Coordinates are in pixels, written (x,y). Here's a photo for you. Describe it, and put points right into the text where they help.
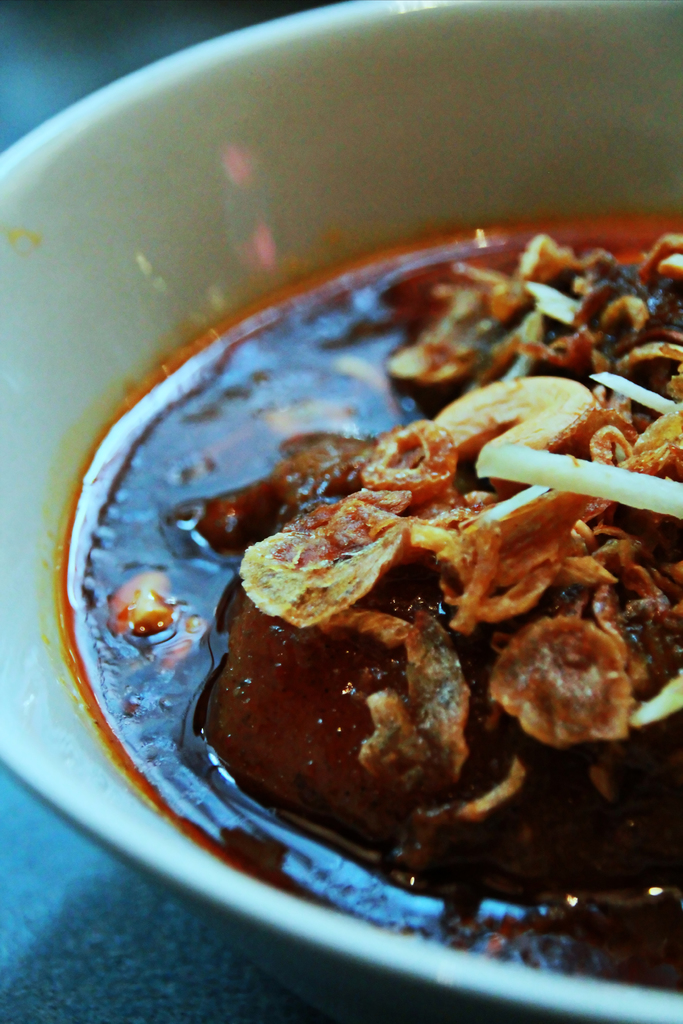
Here in this picture we can see a bowl (166,320) which is filled with some food item (377,437) and that is present on a table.
